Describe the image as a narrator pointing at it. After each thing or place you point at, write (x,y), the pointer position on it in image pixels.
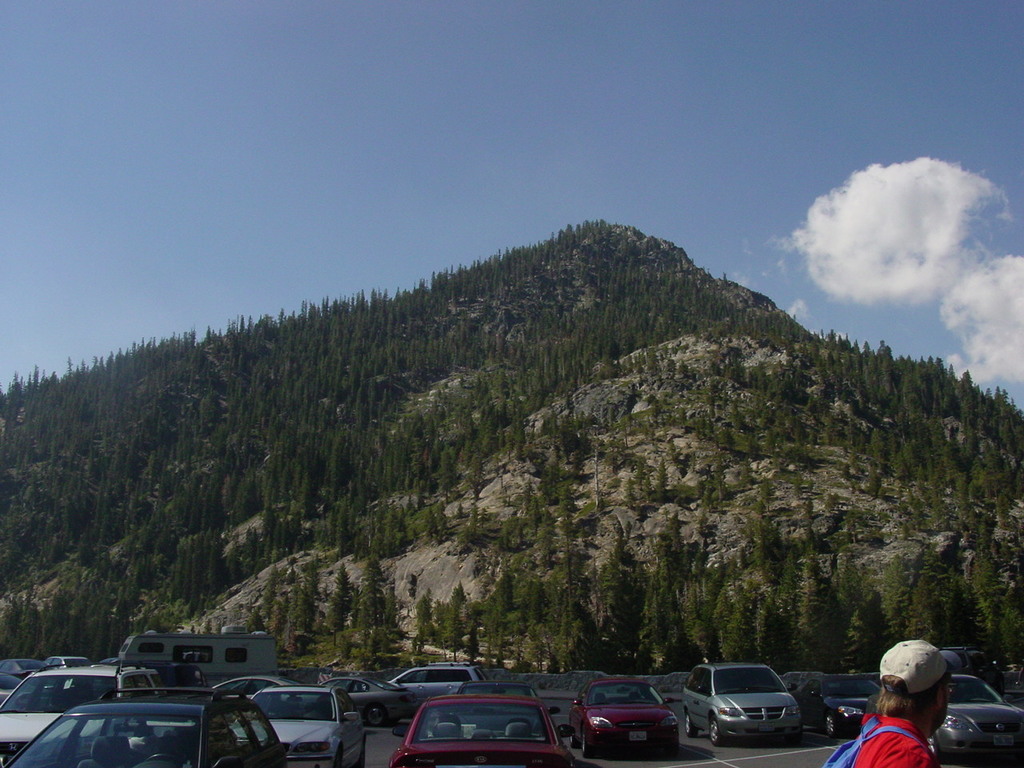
Vehicles (822,722) are on the road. Front this man (878,715) wore bag (848,758) and cap (916,684). Background (637,661) there are a number of trees (526,456). Here we can see clouds (921,250).
